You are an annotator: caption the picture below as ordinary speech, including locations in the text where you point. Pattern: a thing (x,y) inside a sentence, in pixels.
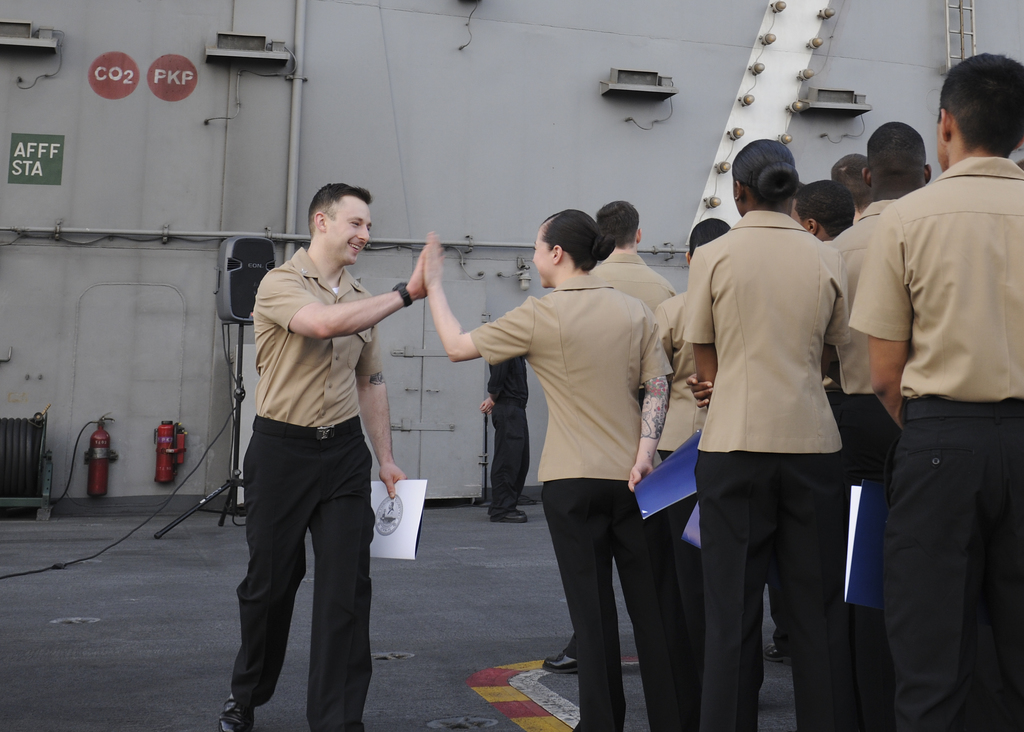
This picture describes about group of people (567,334), few people (578,439) are holding files (640,485), in the background (248,275) we can see a speaker (253,319) and fire extinguishers (167,433), and also we can find few pipes (296,197) on the metal door (466,460).
